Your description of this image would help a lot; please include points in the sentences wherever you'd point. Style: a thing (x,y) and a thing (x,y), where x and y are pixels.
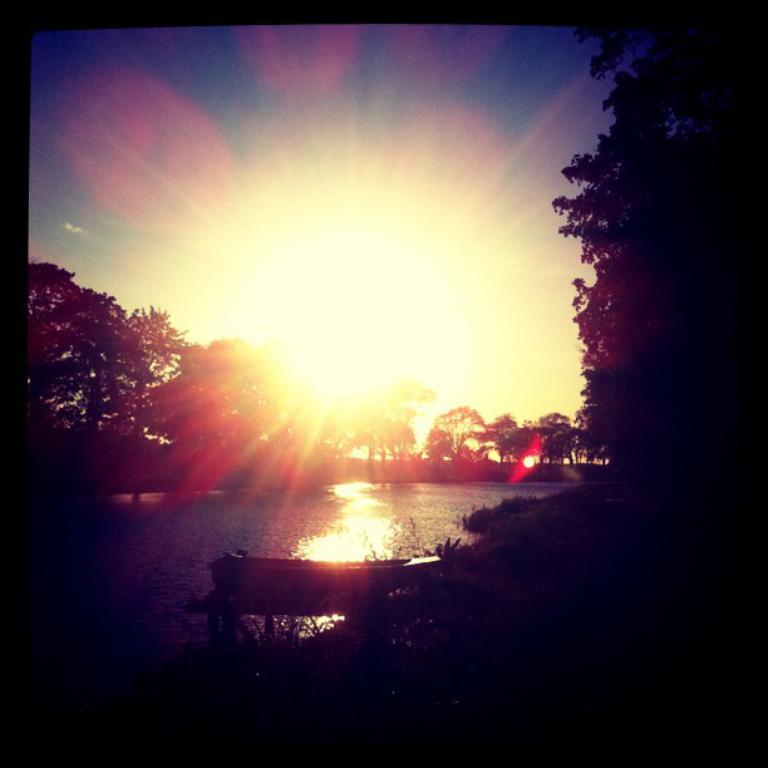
In this image in the front (701,241) there is a tree (711,318) on the right side (728,330) and in the background (247,392) there are trees (231,439) and there is water (354,508) in the center (389,499) and we can see the sun rays (290,232) which is visible.
